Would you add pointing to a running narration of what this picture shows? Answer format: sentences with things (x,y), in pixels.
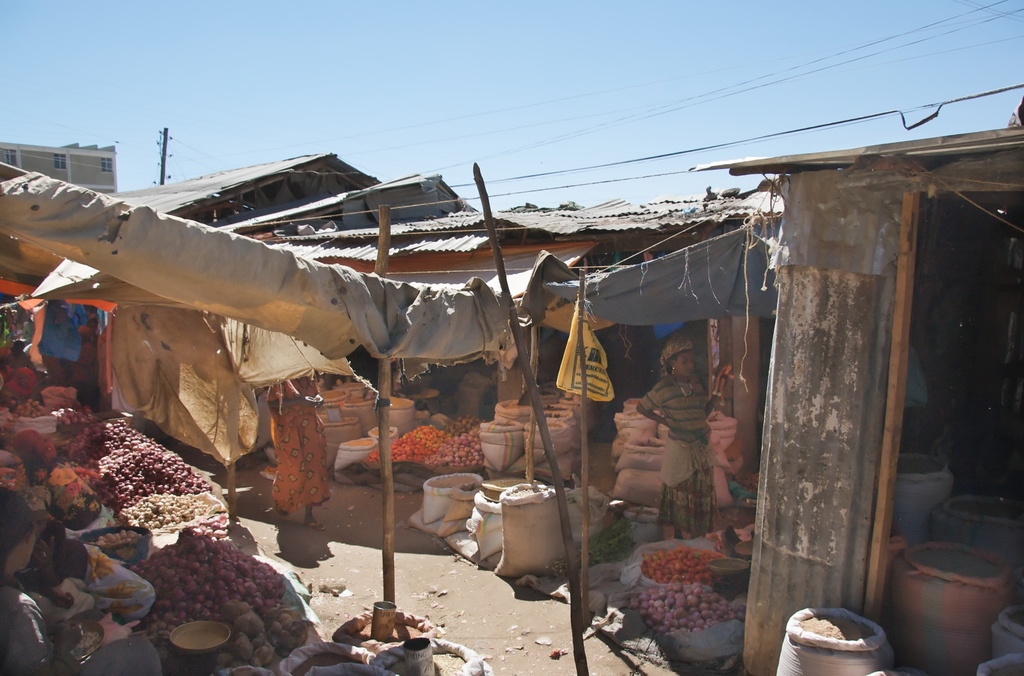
In the foreground (231,397) I can see a vegetable market (419,440) and tin sheds (737,337). On the top (564,139) I can see wires (548,173), poles (559,499), buildings (72,176) and the sky (339,150). This image is taken during a day in a market (367,467).
